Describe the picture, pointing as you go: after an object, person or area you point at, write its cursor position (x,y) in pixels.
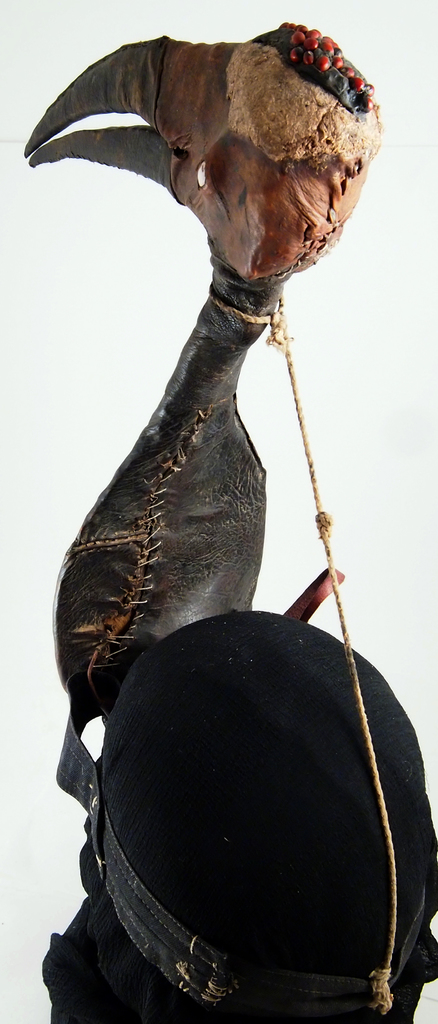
In this image, I can see a structure of a bird (200,610) made with different objects (218,614). There is a white background (63,447).
